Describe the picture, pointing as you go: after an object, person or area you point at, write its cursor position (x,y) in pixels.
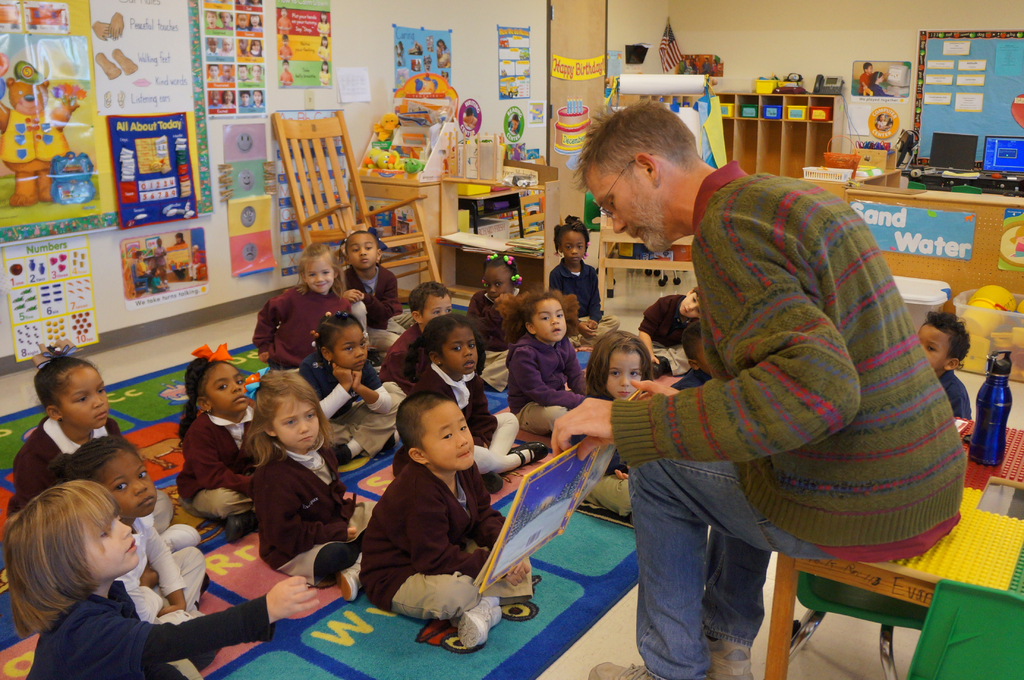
In this picture we can see boys (403,352) and girls (228,400) sitting on a floor (493,376). We can see this man (860,514) sitting on a table (975,533) and holding a book (532,492) in his hand (581,450) and teaching. He wore spectacles (611,211). We can see posters (419,59) over a wall (885,105). These are cupboards (832,145). We can see computers (998,165) here. This is a bottle (984,463).
